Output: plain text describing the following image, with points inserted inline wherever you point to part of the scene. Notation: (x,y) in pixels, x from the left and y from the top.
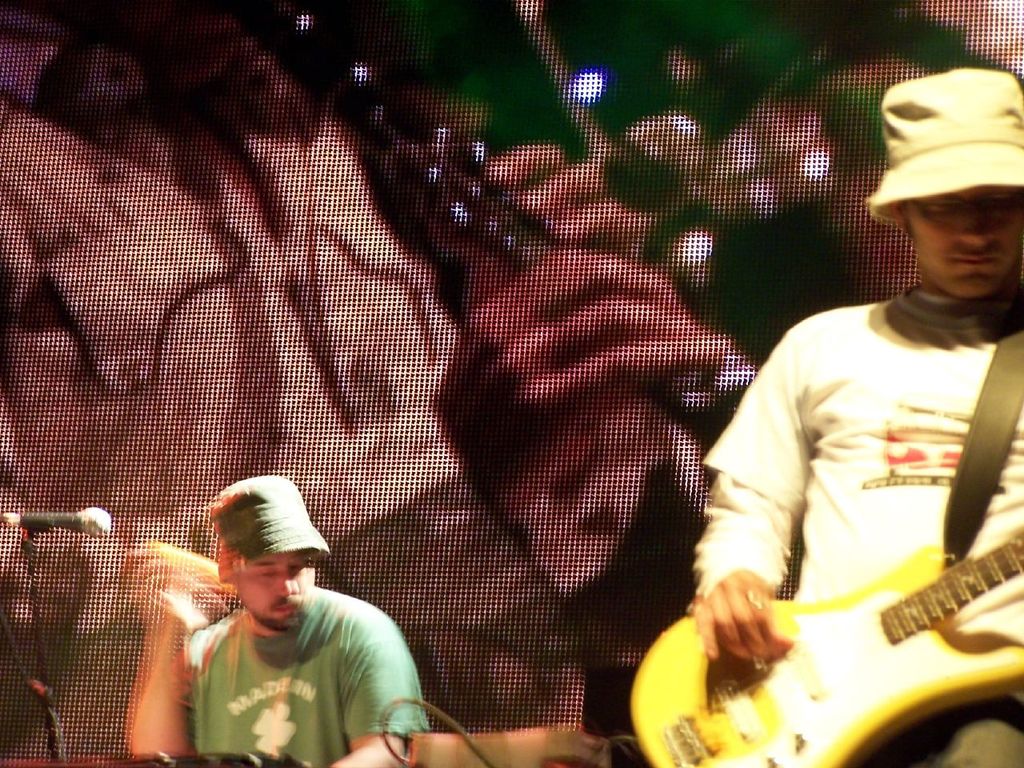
A man (839,456) is playing a guitar (971,581) in the front (769,623). Another man (356,704) is playing drums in the background (279,738).
